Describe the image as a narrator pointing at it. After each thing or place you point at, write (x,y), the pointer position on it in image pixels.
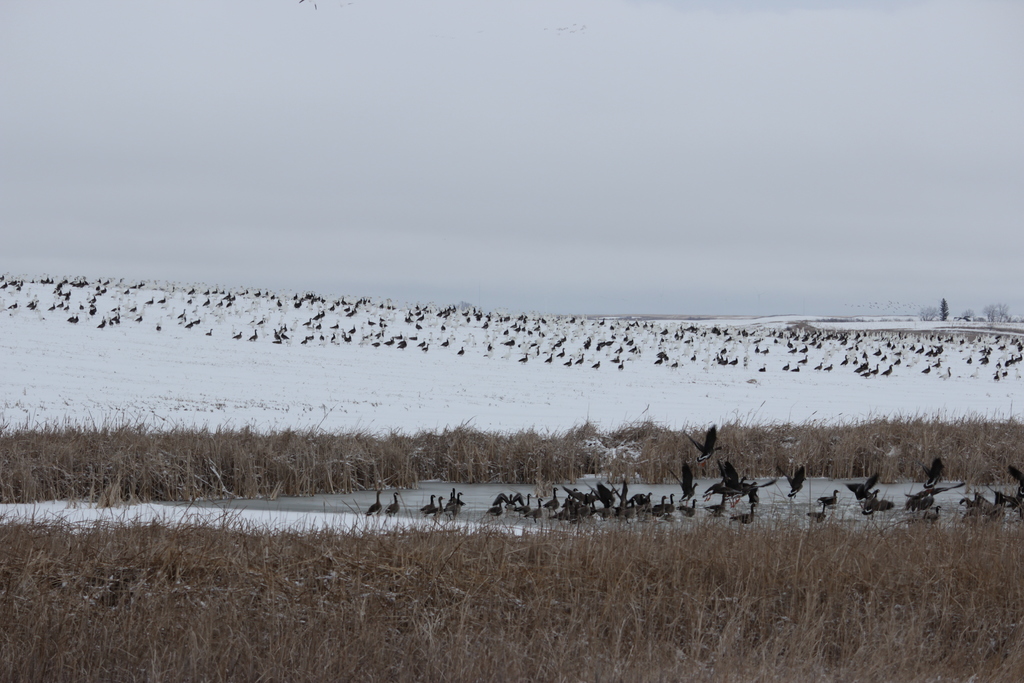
In this image there are birds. At the bottom (377,599) there is grass (481,564) and we can see snow (443,402). In the background (429,235) there is sky (804,195) and we can see trees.
